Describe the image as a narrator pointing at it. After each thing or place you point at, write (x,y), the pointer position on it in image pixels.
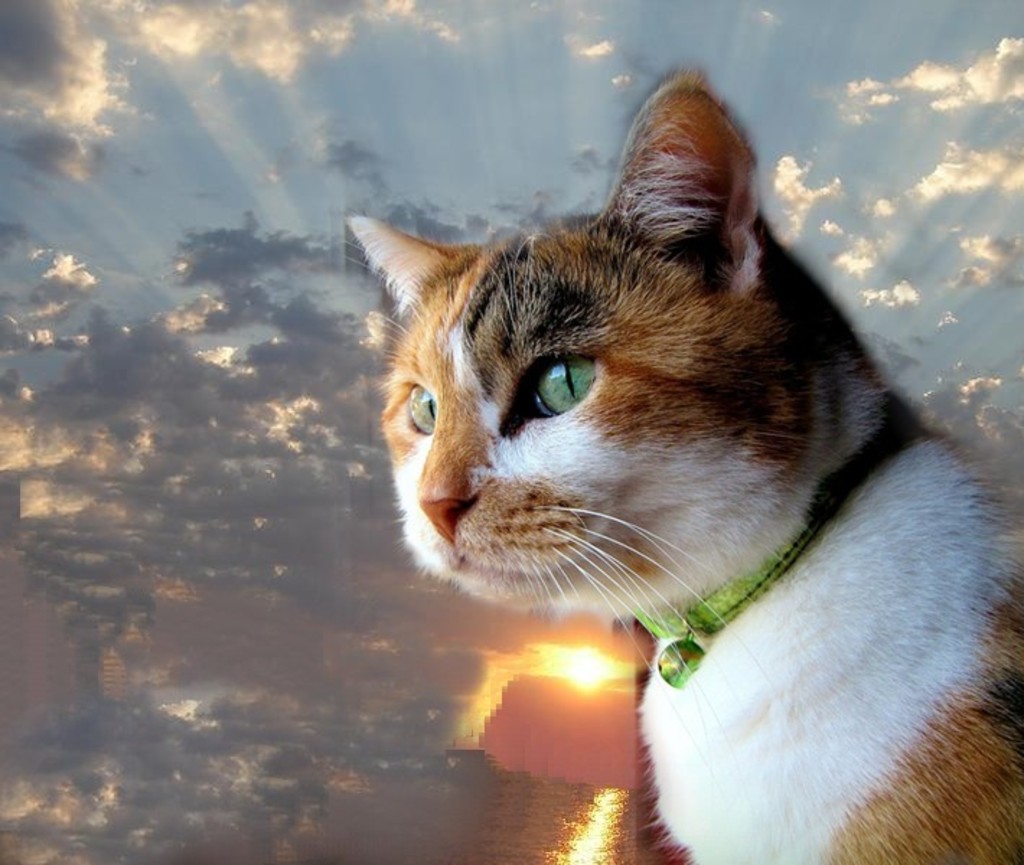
This is an edited image. On the right side (771,502) there is a cat (752,702). In the background (222,443), I can see the sky (133,590) along with the clouds (227,411) and sun (569,671).
